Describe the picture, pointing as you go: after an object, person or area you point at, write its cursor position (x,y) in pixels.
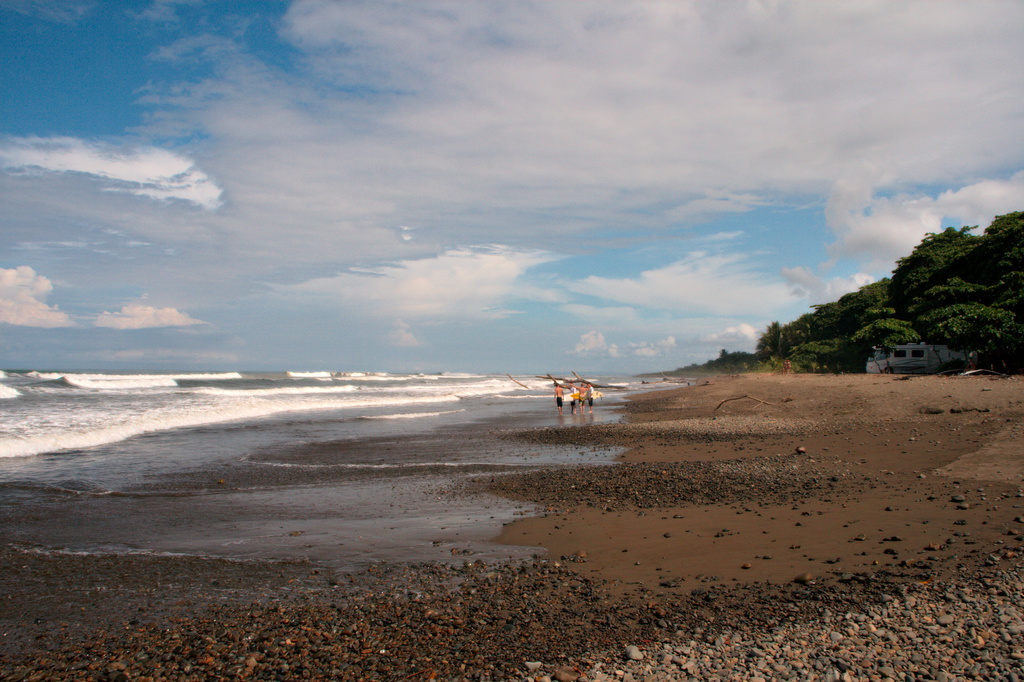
In the center of the image (559,406), we can see people (588,391) and in the background (876,283), there are trees (919,292) and we can see a vehicle (881,351). At the bottom (346,486), there is water (534,548) and we can see some stones (683,596) on the ground (687,476). At the top (436,195), there are clouds (350,216) in the sky (345,260).
